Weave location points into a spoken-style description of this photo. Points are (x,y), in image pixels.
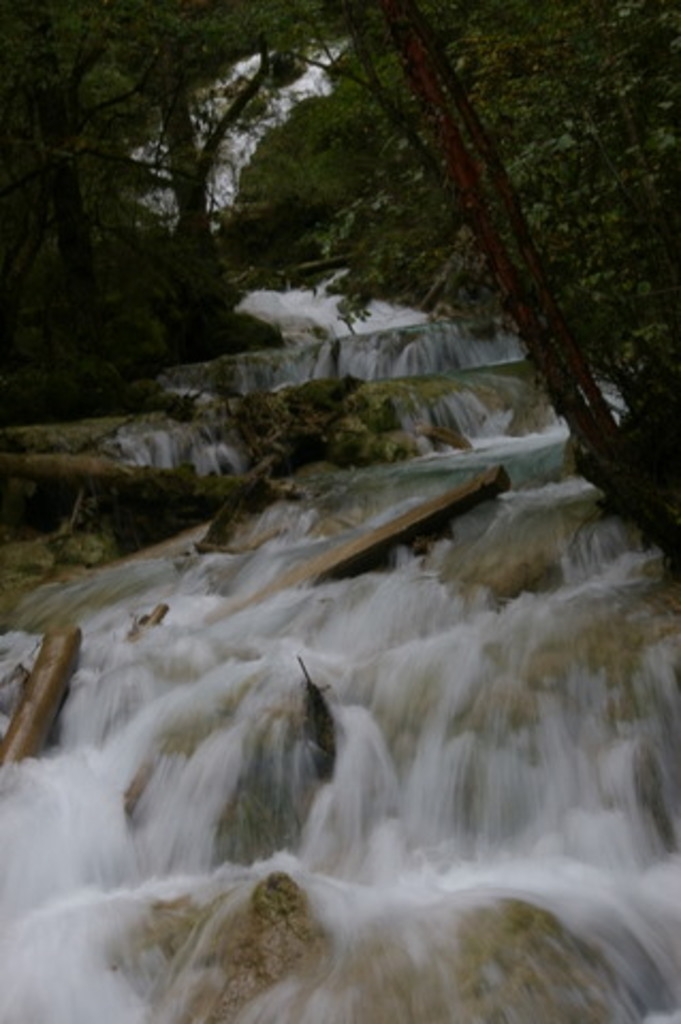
This picture is clicked outside the city. In the foreground (326,475) we can see the water body (356,592) and the running water (329,878) and we can see the rocks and some wooden objects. In the background (304,124) we can see the trees (361,139) and plants (587,120).
